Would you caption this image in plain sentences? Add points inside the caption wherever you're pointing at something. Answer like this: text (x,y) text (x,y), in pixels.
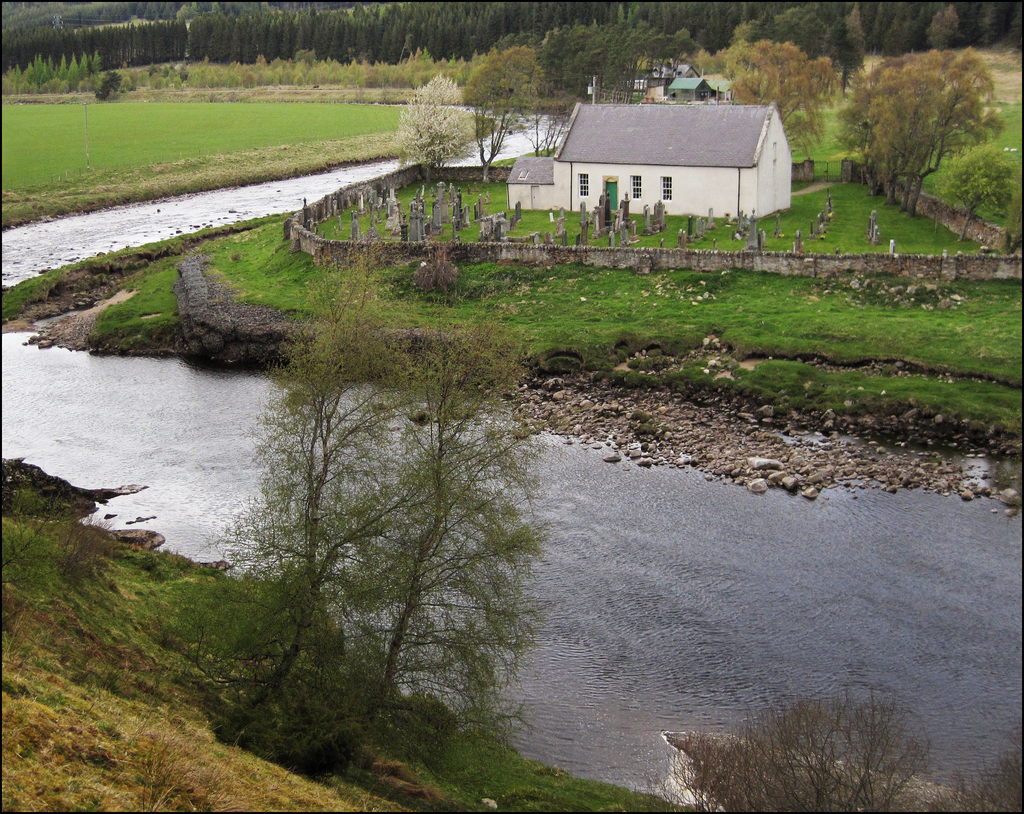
In this image there is a house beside that there are trees (399,12) and fence (303,229) also there is a small lake (130,469).
